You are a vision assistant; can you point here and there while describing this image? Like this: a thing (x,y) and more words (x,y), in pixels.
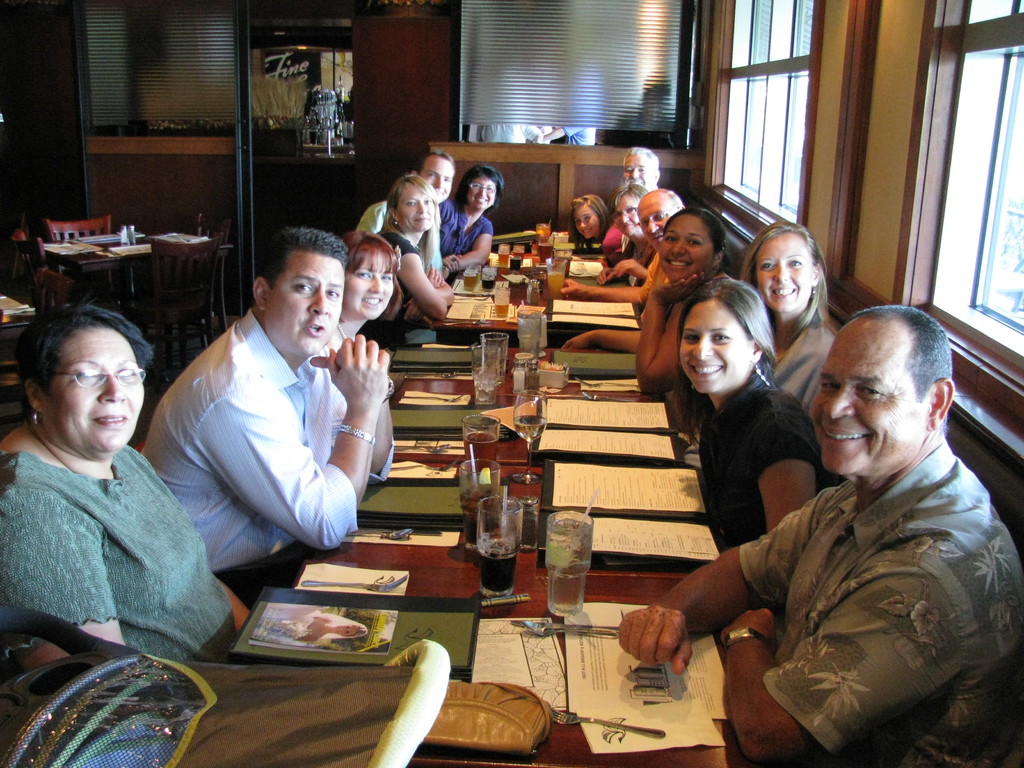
In this image we can see people (876,596) are sitting around the table (529,571). We can see glasses (575,554), spoons (571,632), forks (624,724), menu cards (616,653) and bag (476,702) on the table (493,763). In the background (1003,147) we can see glass windows (953,158).
